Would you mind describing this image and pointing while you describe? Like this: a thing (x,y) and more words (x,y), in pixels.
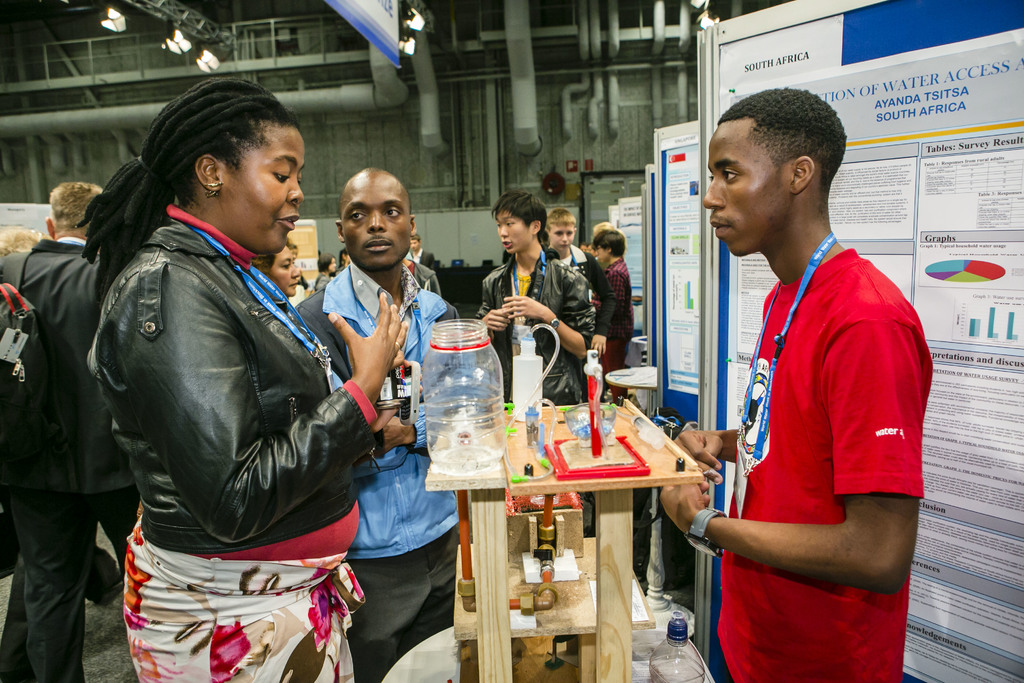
In this image in the front (413,495) there are persons (354,223) standing and there is a table (612,479), on the table (542,469) there is a bottle (466,413) and there are objects (537,398) which are white and red in colour. On the right side (927,200) there are boards (666,184) with some text (936,189) written on it. In the center (558,248) there are persons (511,254) standing and walking. In the background (372,62) there are pipes (393,62) and on the top (187,46) there are lights (187,46).
